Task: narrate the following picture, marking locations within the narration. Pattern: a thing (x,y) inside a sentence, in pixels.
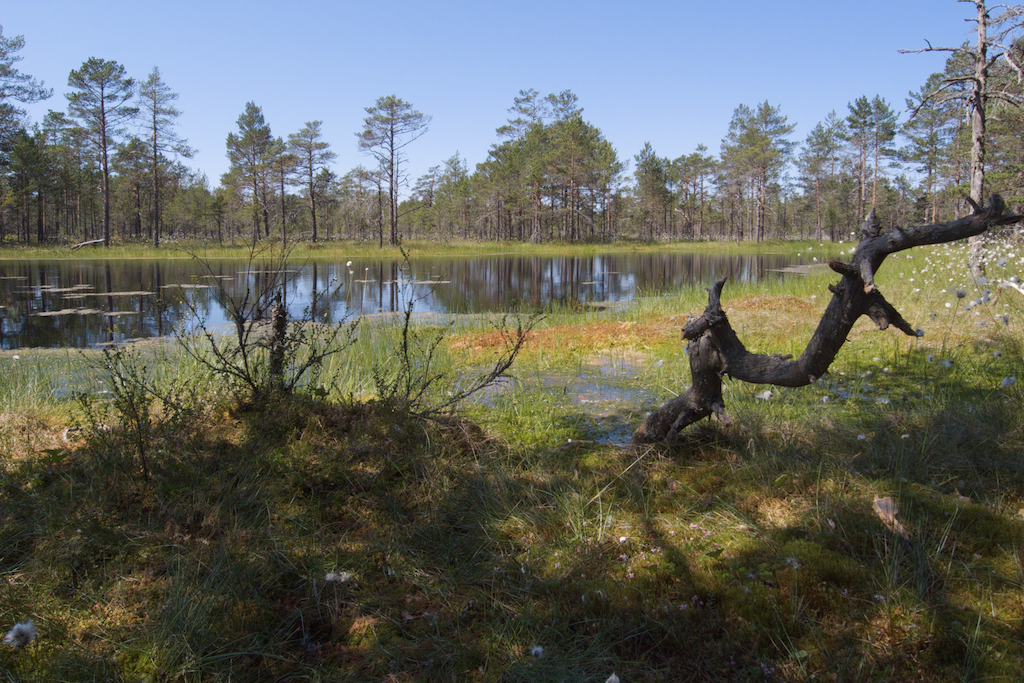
In the picture I can see the grass (498,478), trees (267,204) and the water (488,318). In the background (586,23) I can see the sky (539,68).
